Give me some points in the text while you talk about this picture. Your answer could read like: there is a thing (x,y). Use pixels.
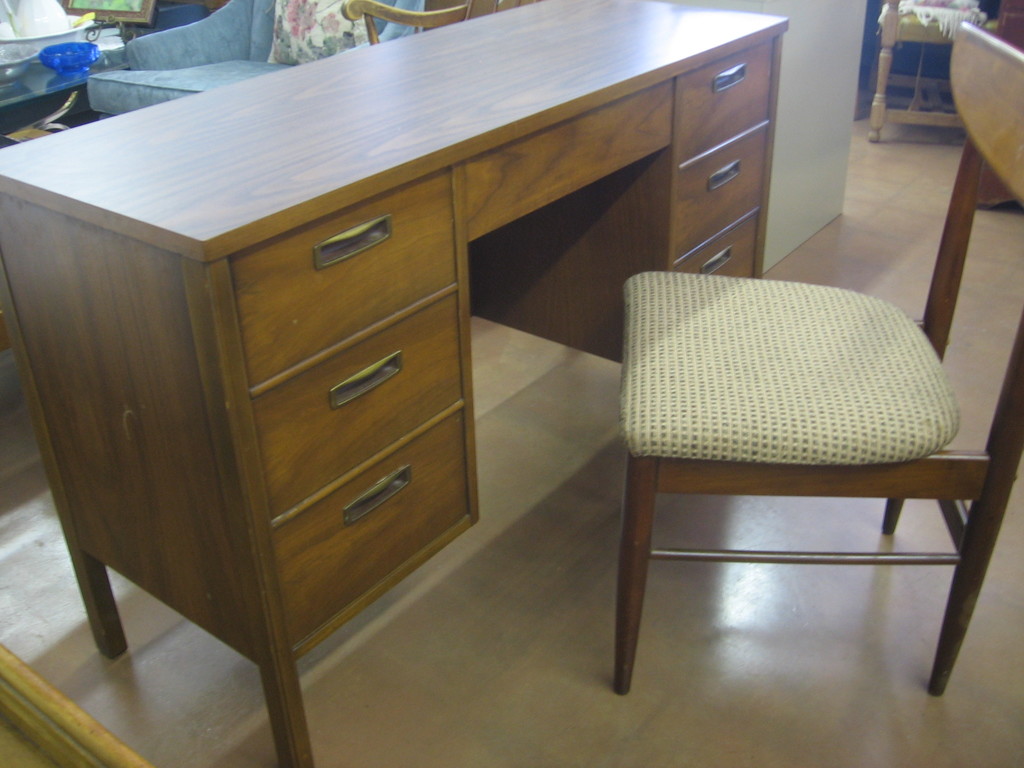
In this picture we can see a table (390,253) with racks (689,198), chair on floor (526,520) and at back of this table (578,320) we have a sofa (257,34) with pillows (296,20) on it, bowl (62,56), frame (118,21) and beside to this table (239,110) we have a wall (812,77), cloth (949,6).
